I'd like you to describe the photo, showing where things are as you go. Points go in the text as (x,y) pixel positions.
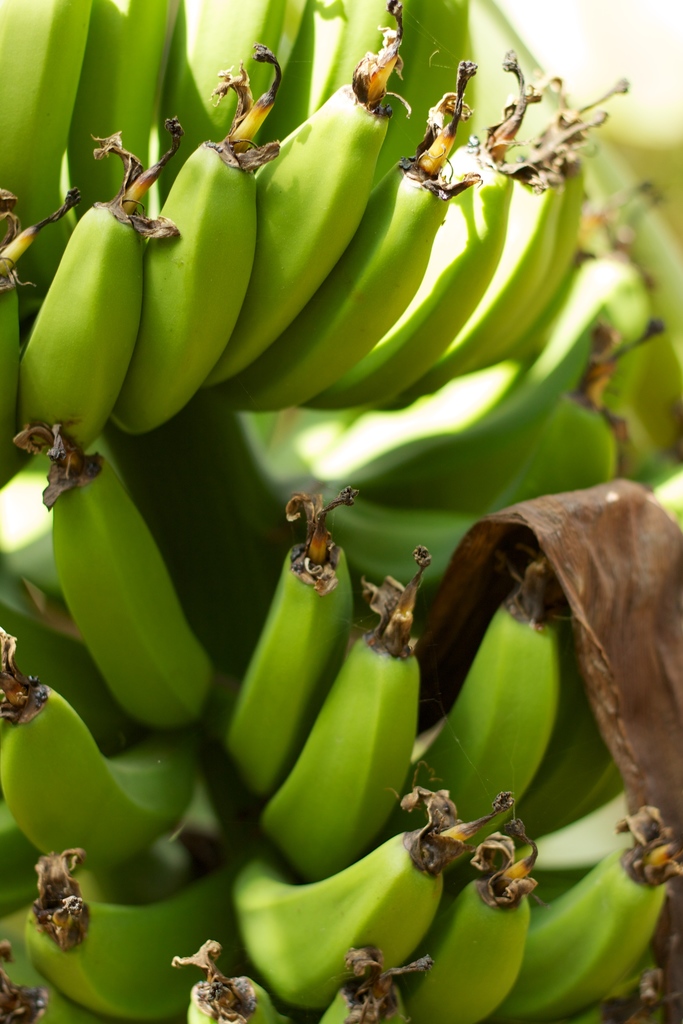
In this picture I can see few unripe bananas (511,603).
